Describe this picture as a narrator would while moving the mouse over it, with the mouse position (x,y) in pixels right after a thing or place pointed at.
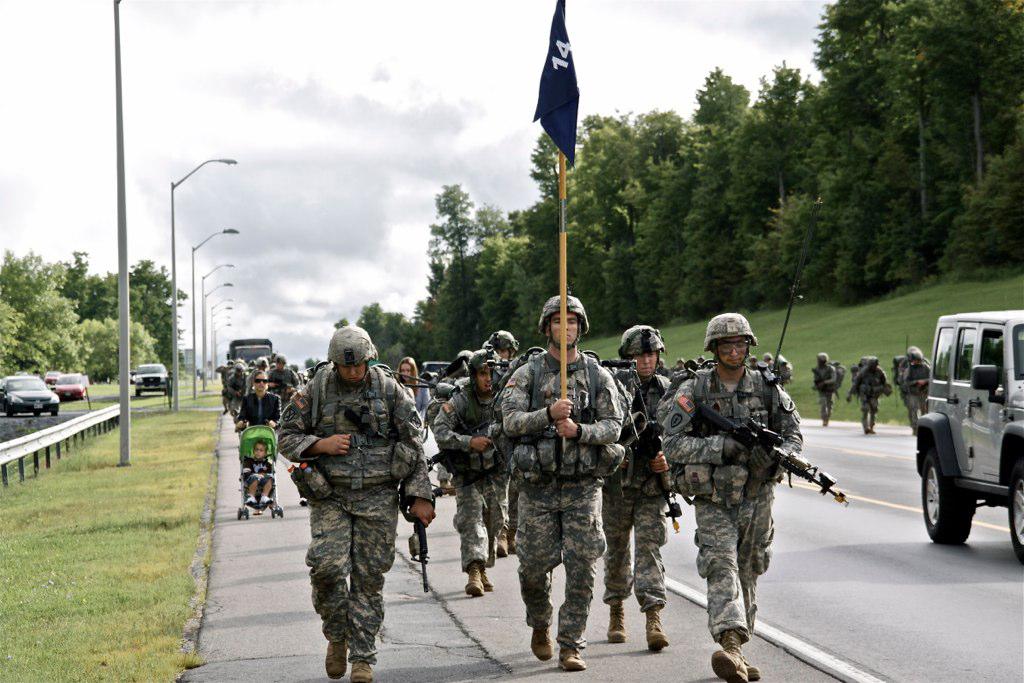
In this picture I can see few army men (543,519) walking on the road (866,552), on the left (22,397) there are cars (136,387) and street lamps (211,300). There are trees (529,313) on either side of this image, at the top (396,129) there is the sky (375,131).
